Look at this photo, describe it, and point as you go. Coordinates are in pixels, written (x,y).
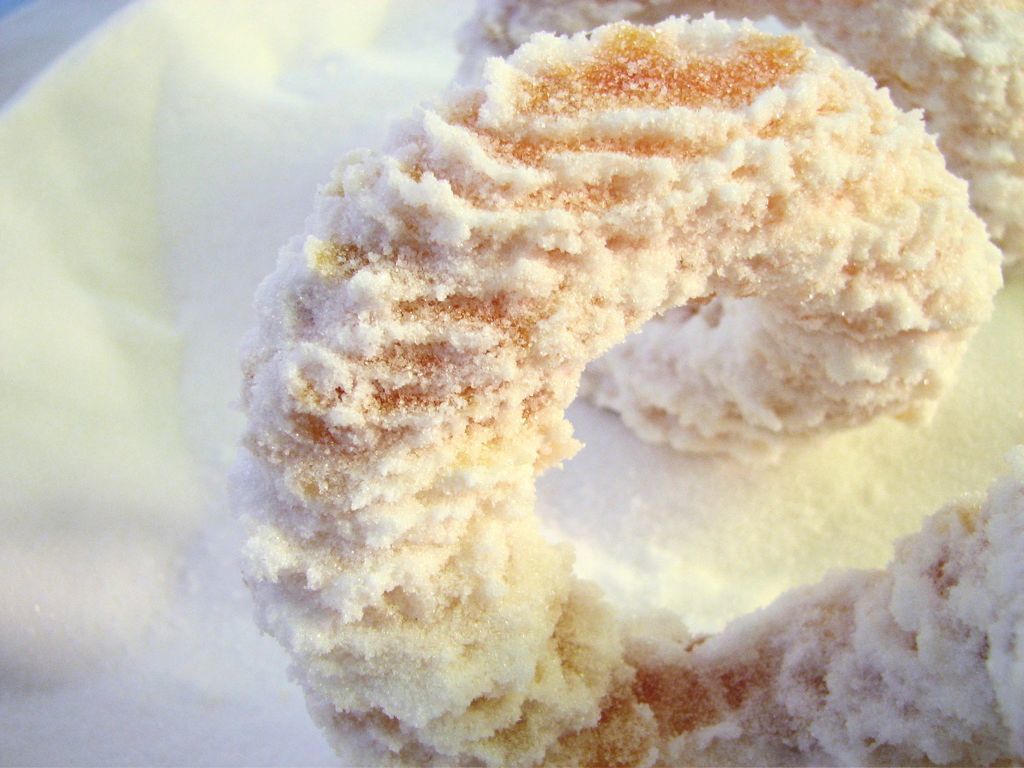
In this image we can see there is a food item (850,126) and dressing (509,656) on it and it is of white color.
